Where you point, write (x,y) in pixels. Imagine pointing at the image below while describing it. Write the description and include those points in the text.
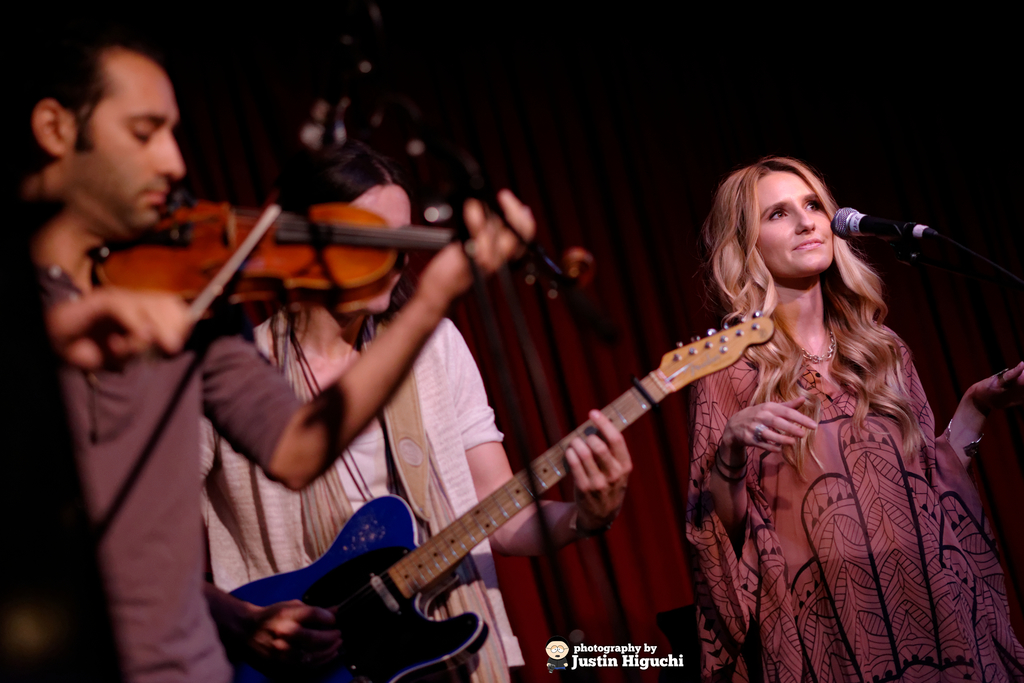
This picture shows a woman (766,205) standing on the right (802,181) is staring at someone and there is a microphone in front of her and other person (381,175) standing and playing the guitar (426,553) and here is on the left (65,325) his playing the violin (216,255) in the background (634,147) is a curtain (584,156).
